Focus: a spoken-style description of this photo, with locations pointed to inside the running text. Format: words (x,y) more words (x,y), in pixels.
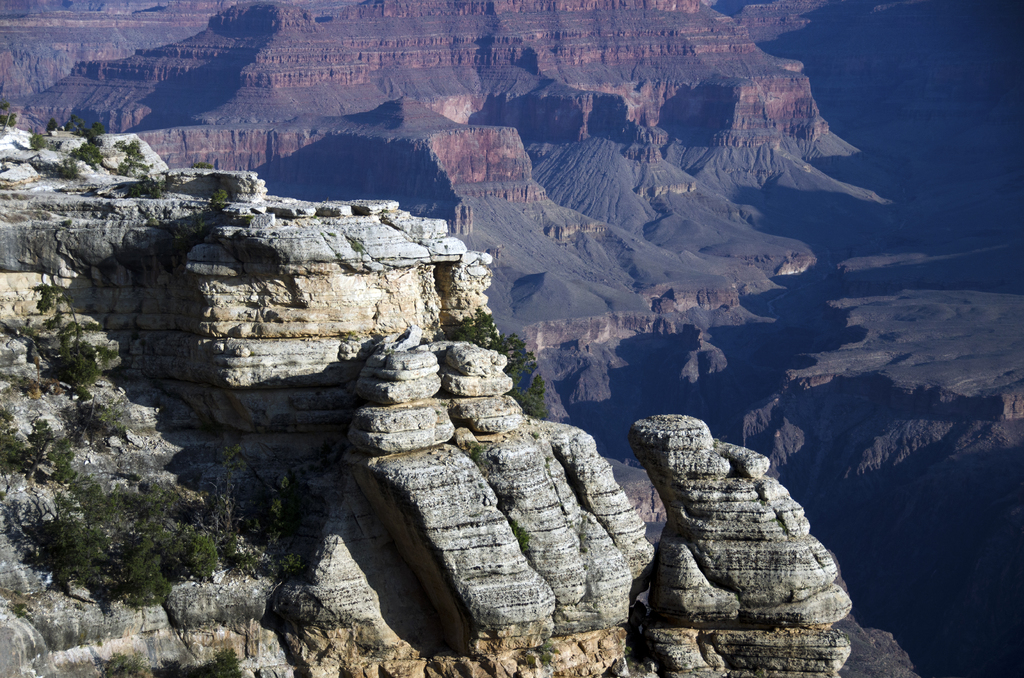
In this image I can see mountains (433,373). Here I can see trees (132,557).
